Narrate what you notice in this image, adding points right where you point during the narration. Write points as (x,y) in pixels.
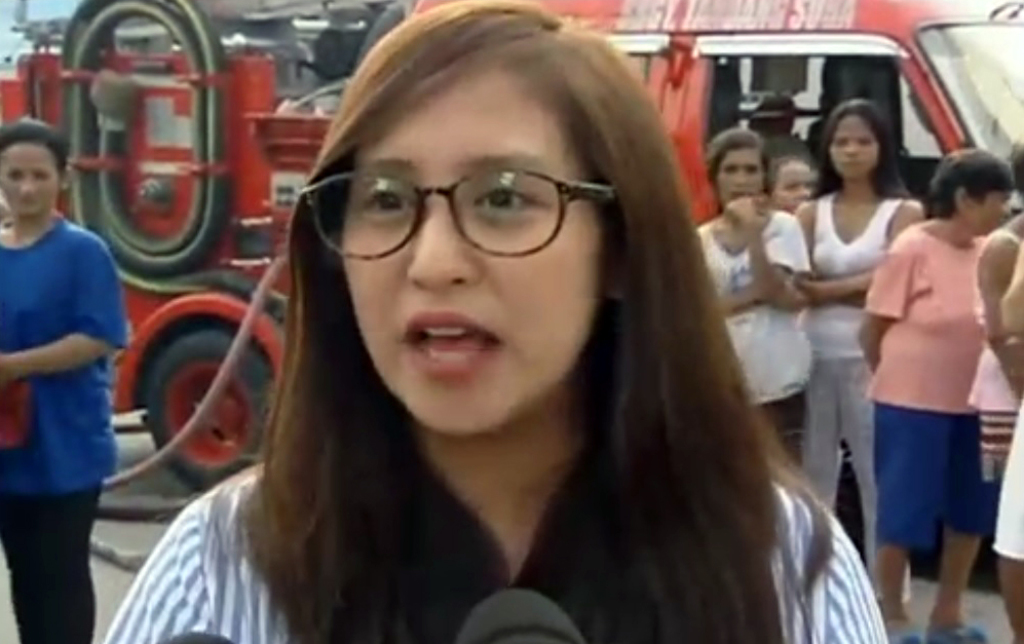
In the foreground of the picture (317,439) there is a woman (560,369) talking into mic (472,623). In the background (741,228) there are people (64,365) standing and a fire engine (195,91).
